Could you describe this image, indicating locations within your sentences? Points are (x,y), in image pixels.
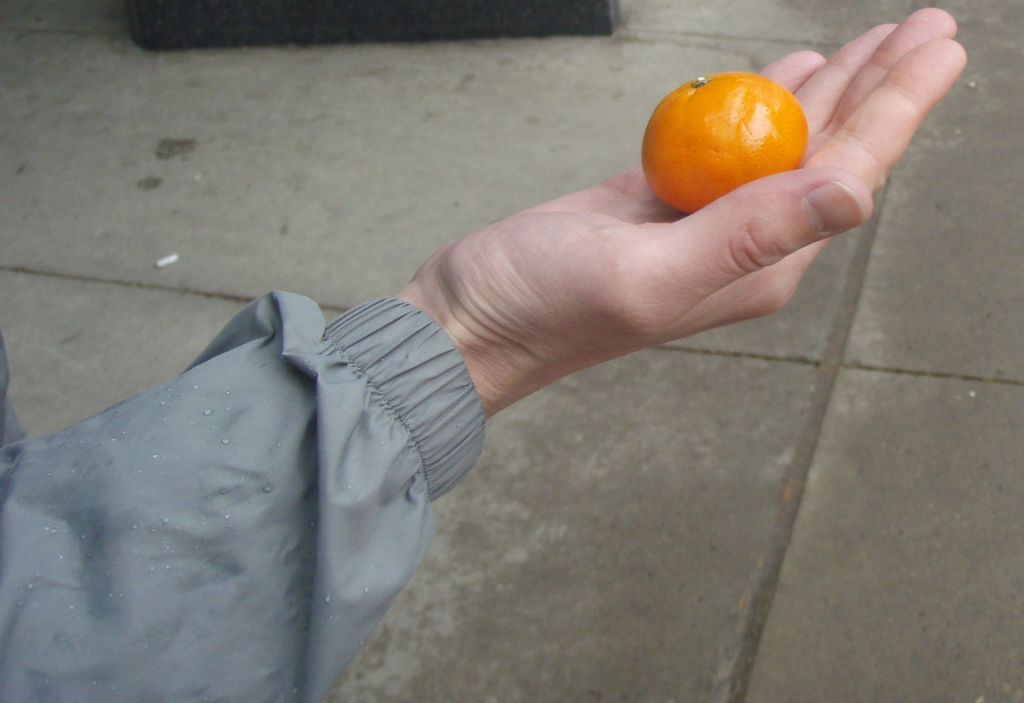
In this image I can see a hand (620,269) of a person (848,117) and here I can see an orange colour object (705,140).
